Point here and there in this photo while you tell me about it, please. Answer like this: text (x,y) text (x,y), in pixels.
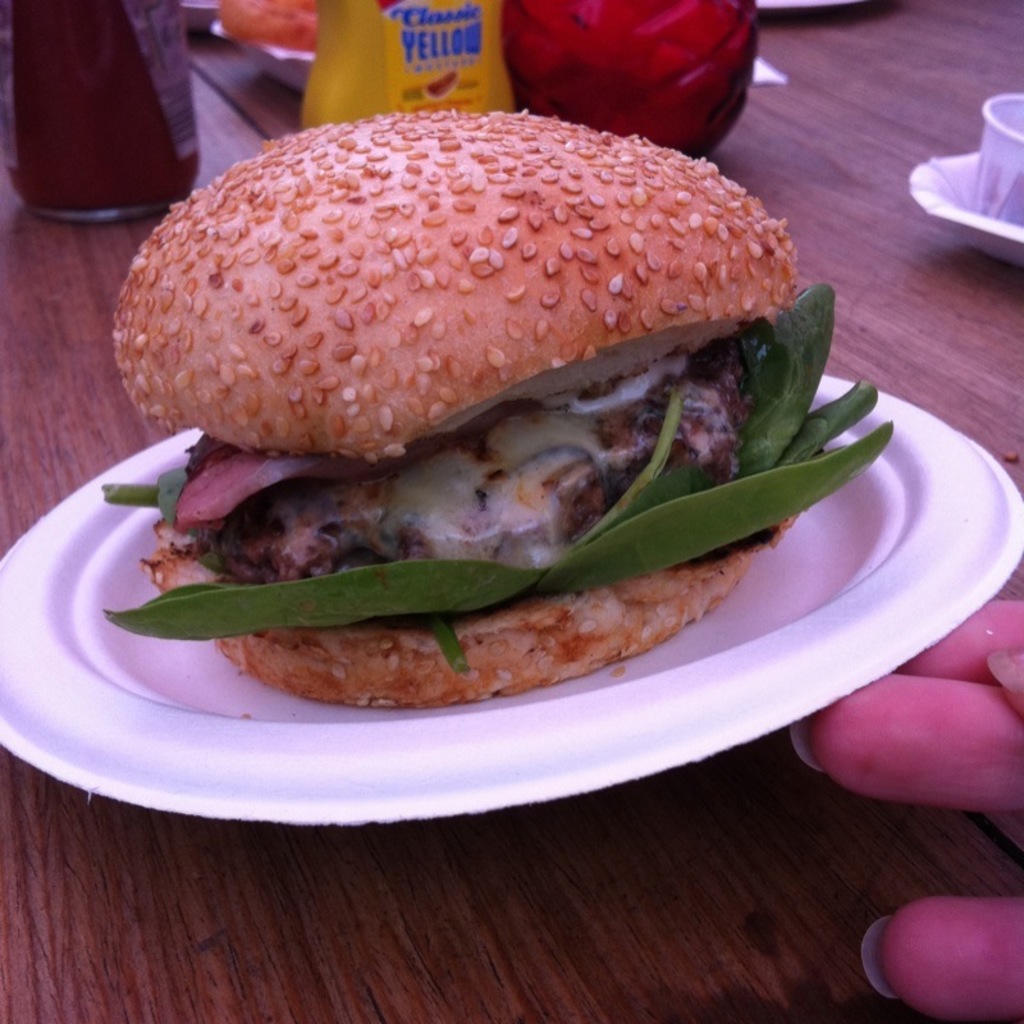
In the center of the image (662,549) we can see burger (513,305) with some leaves (683,521) placed in a plate (307,701). To the right side of the image (936,735) we can see fingers (946,712) of a person (990,736) and a cup (997,138). In the background (512,87) we can see bottles (381,101), bowl (582,77) placed on the table (130,867).
